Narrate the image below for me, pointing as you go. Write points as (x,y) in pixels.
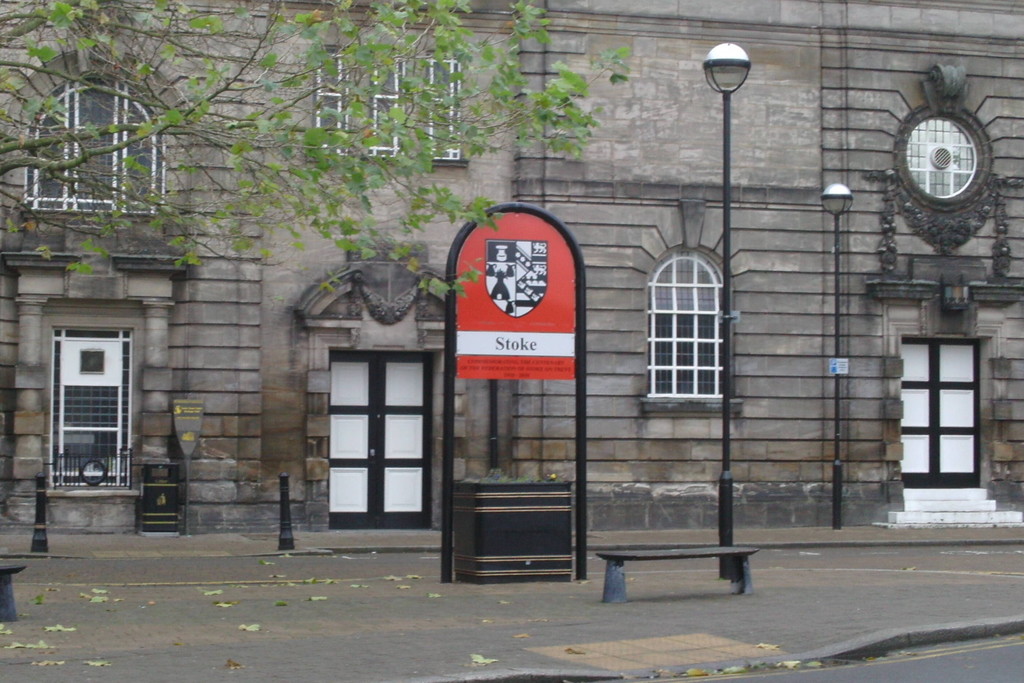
In this image, we can see a building (697,156) and there are windows (652,303) and doors (945,350) and there are light poles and boards (536,306). At the bottom (95,541), there are bollards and a bench (744,552) on the pavement (706,631). On the left (227,129), there is a tree (266,129).
